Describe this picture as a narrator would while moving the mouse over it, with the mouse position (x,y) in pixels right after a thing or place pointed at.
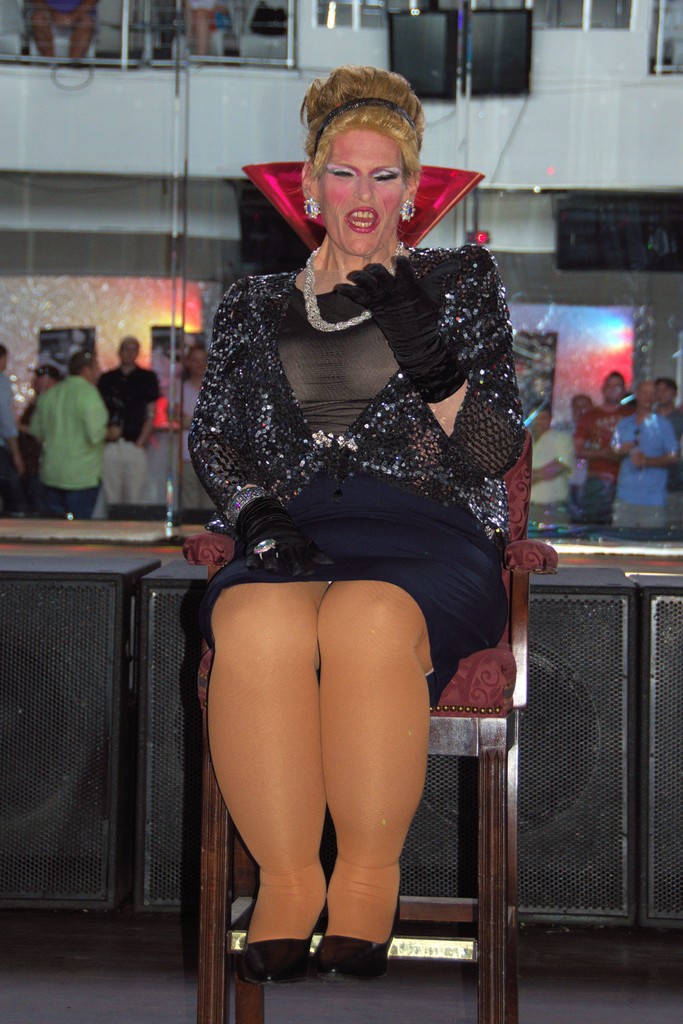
In this picture we can see a woman (481,591) sitting on a chair (527,619) and in the background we can see people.
